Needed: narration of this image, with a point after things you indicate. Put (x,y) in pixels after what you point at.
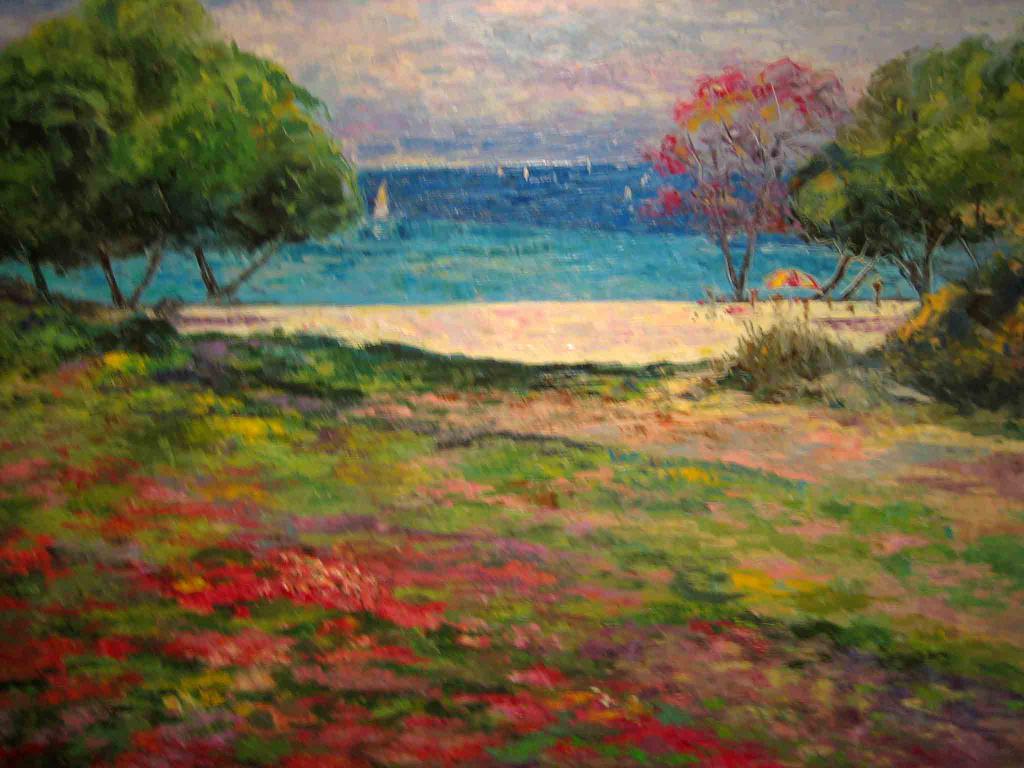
This picture looks like a painting I can see trees (999,89), water (447,267) and a blue cloudy sky (530,95).
